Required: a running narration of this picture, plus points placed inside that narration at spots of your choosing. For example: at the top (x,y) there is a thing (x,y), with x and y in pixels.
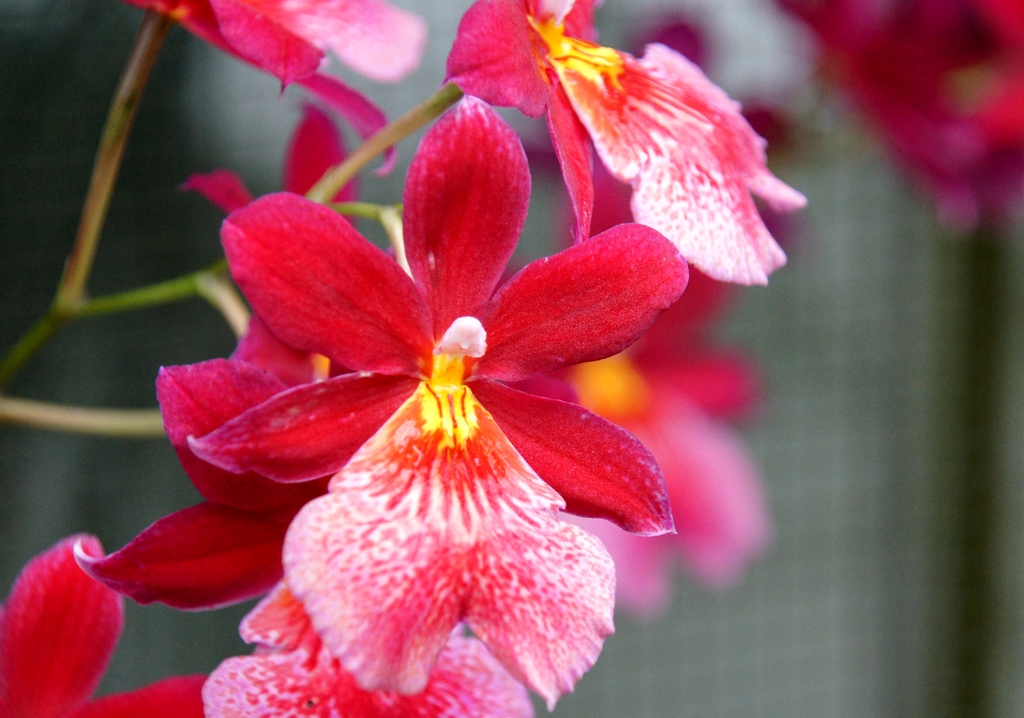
In this image we can see a plant (411,403). There are many flowers (604,127) to a plant (498,647). There is a blur background (911,417) in the image.
